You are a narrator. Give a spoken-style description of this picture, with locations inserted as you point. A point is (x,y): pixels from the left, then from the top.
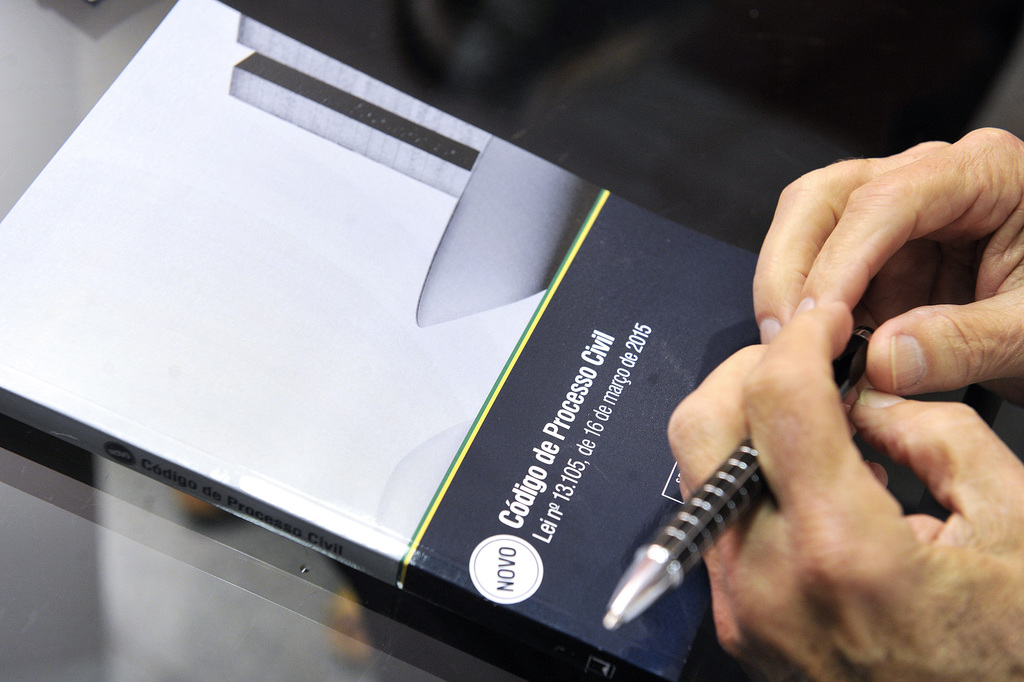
In the center of the image (395,254) we can see book (446,432), pen (618,609), person's hand (829,277) on the table (497,41).
